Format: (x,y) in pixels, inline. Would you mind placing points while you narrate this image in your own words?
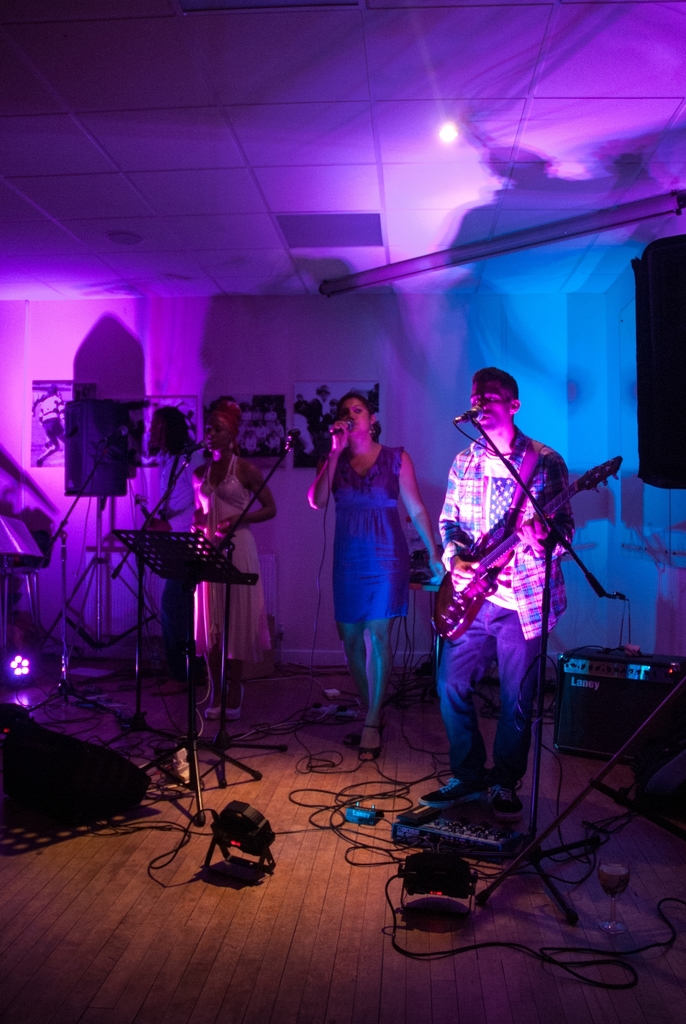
It is party there are four people (347,479) standing on the floor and singing the song and one of them is playing music also and around the people (468,490) there are some other instruments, there is a pink light (33,346) flashing around the room (209,146).
